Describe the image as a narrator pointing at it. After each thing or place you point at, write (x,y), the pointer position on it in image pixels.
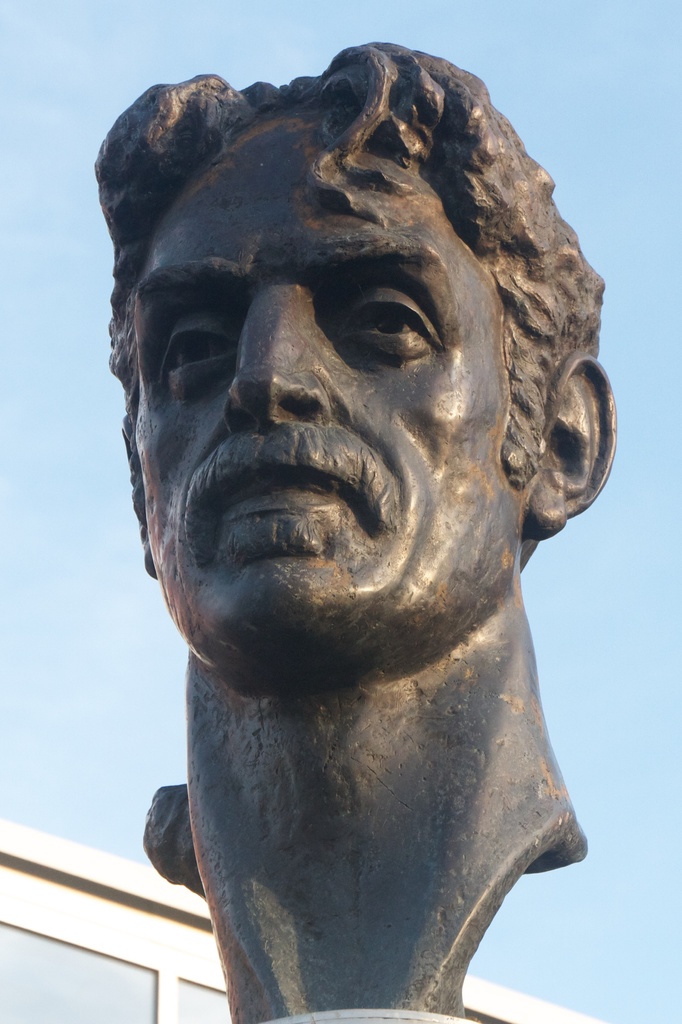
In the middle of this image (248,675), there is a statue (313,127). In the background (135,822), there is a building (67,891) and the blue sky (636,166).
